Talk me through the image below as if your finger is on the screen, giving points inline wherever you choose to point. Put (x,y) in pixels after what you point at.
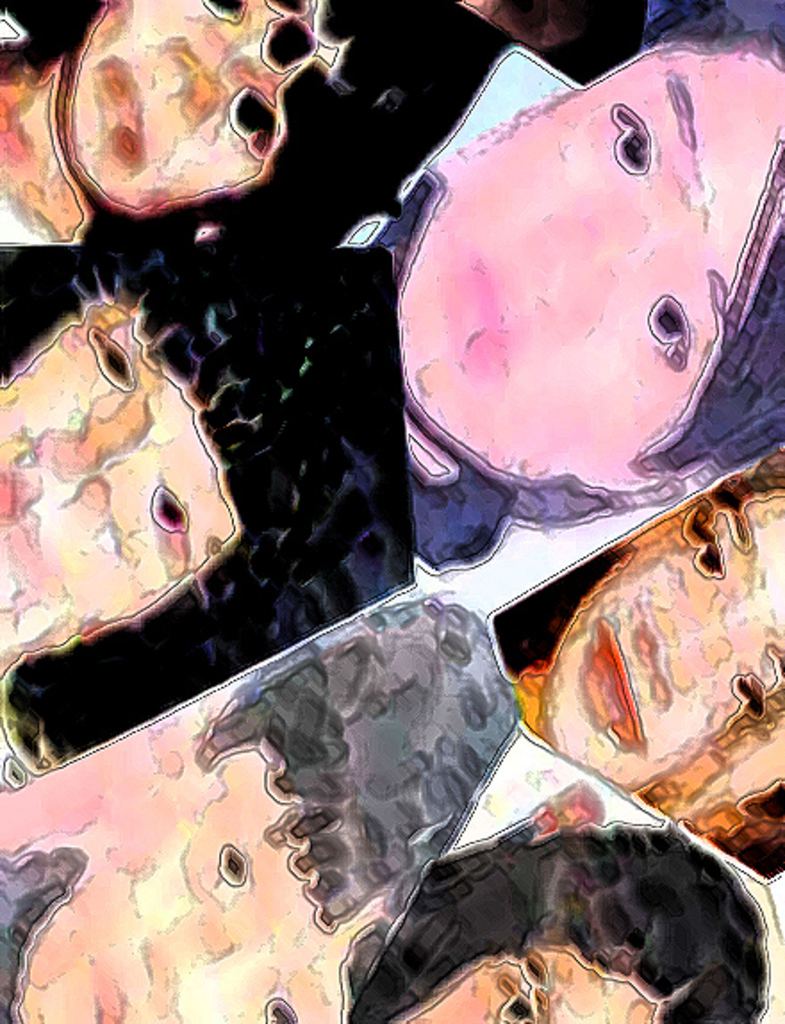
It is an edited image. We can see the faces (632,343) of people (612,625).
